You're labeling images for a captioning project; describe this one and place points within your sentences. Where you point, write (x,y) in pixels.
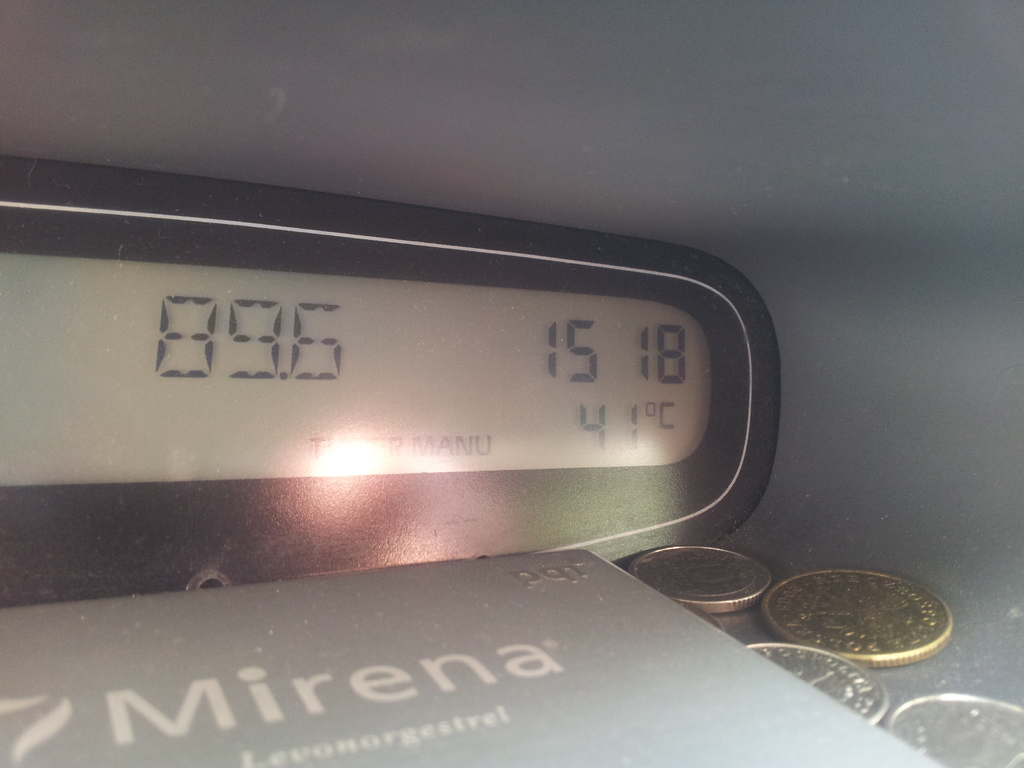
This picture shows a digital display (685,352) and we see a box (221,756) and few coins (755,602).
